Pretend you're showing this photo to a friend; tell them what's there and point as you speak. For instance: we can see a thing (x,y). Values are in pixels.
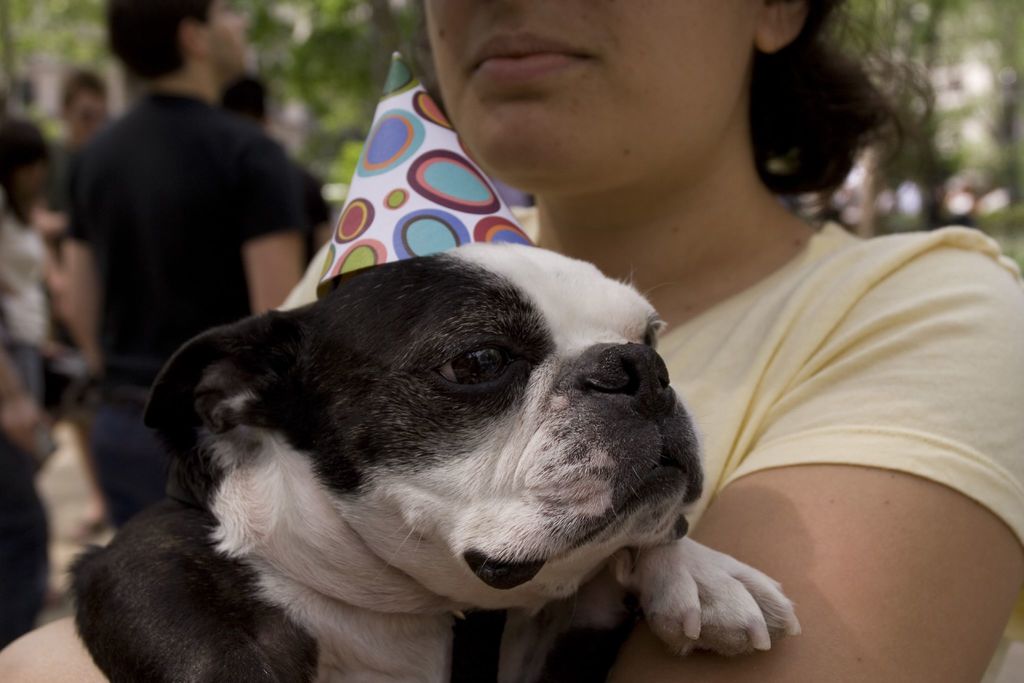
In this image we can see a woman (885,637) holding a dog (454,271) in her hand (824,657). In the background (292,212) we can see a few people (184,292) who are standing on the left side (12,169).
